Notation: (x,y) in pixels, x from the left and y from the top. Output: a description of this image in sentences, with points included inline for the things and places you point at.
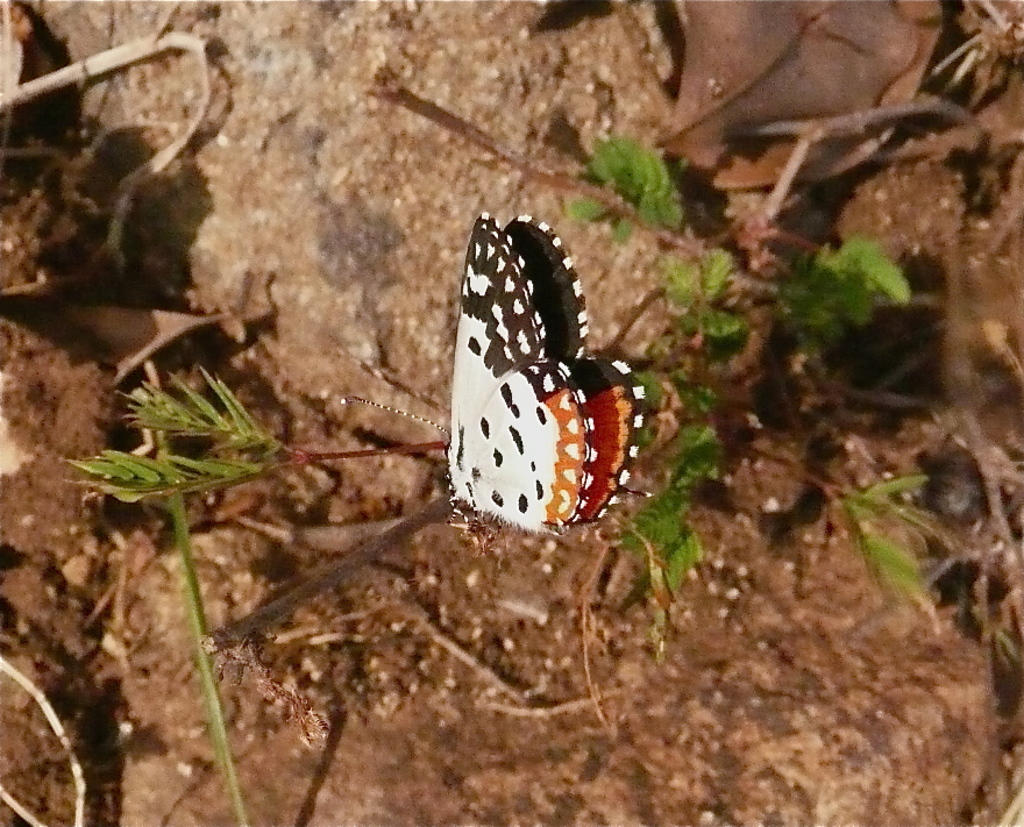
In this image in the foreground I can see a butterfly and in the background (263,131) it is the rock (382,67).
